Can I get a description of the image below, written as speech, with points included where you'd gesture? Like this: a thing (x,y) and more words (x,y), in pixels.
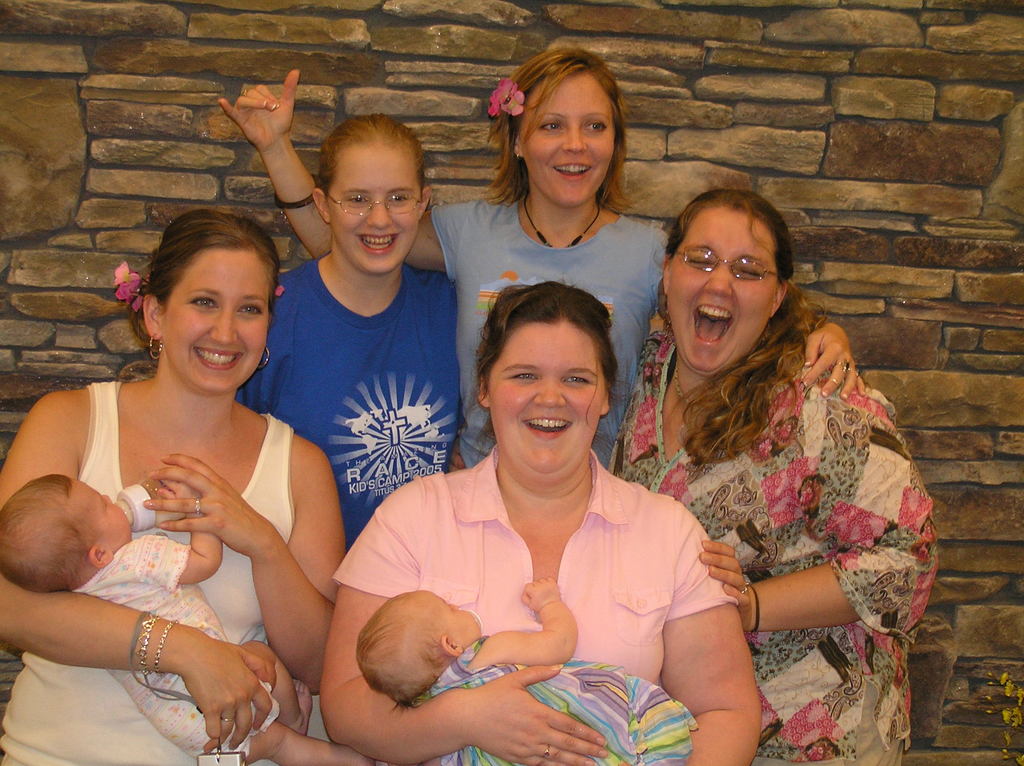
There is a group of persons (463,406), smiling and standing. Two of them are holding babies (572,681). In the background (854,52), there is a stone wall (258,5).
